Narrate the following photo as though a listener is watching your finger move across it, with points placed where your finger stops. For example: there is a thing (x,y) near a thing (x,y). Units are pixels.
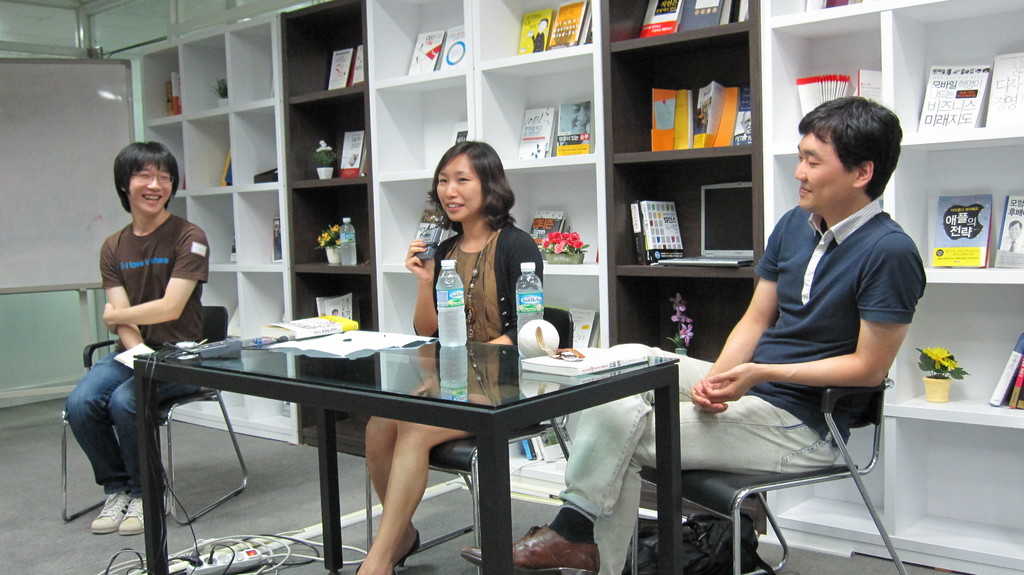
In this picture I can see water bottles (448,316), papers (367,349) and couple of books (313,331) on the table (399,378) and I can see few books (532,152) in the shelves (623,128) and I can see a laptop (701,244) and I can see white board (84,128) on the left side of the picture (82,111) and looks like few artificial plants (564,246) with flowers (948,367) in the pots (551,255) and I can see woman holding something (432,228) in her hand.
